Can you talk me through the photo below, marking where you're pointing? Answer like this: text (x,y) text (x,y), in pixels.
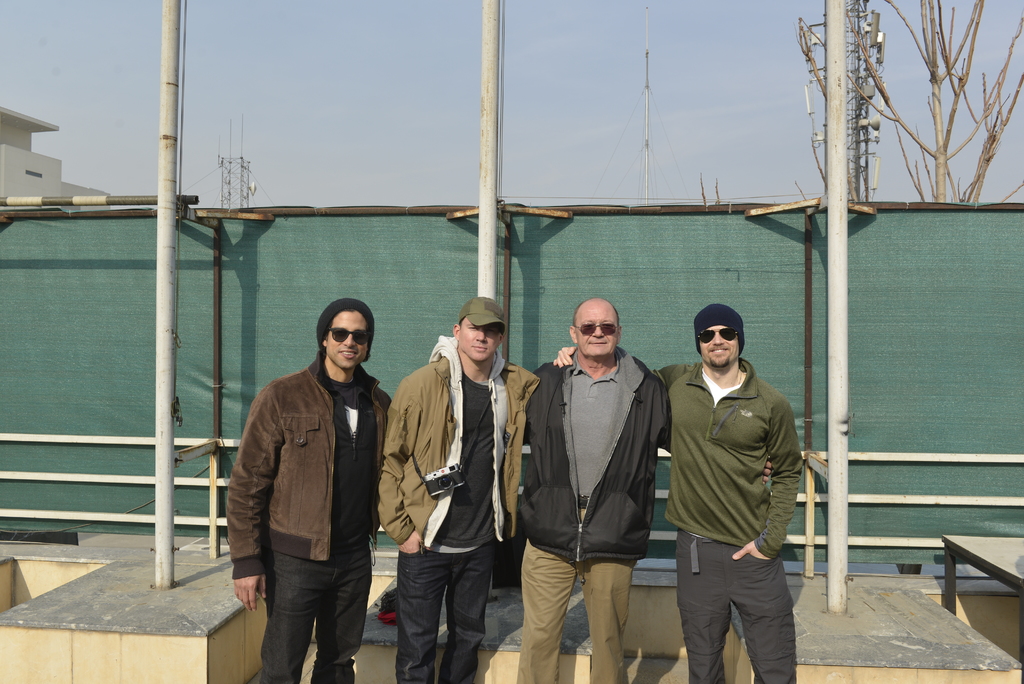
In this picture we can see there are four people (448,508) standing on the path (675,665) and behind the people (524,527) there are poles (840,205), electric towers (857,136), tree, a house (23,164) and a sky (541,114).
